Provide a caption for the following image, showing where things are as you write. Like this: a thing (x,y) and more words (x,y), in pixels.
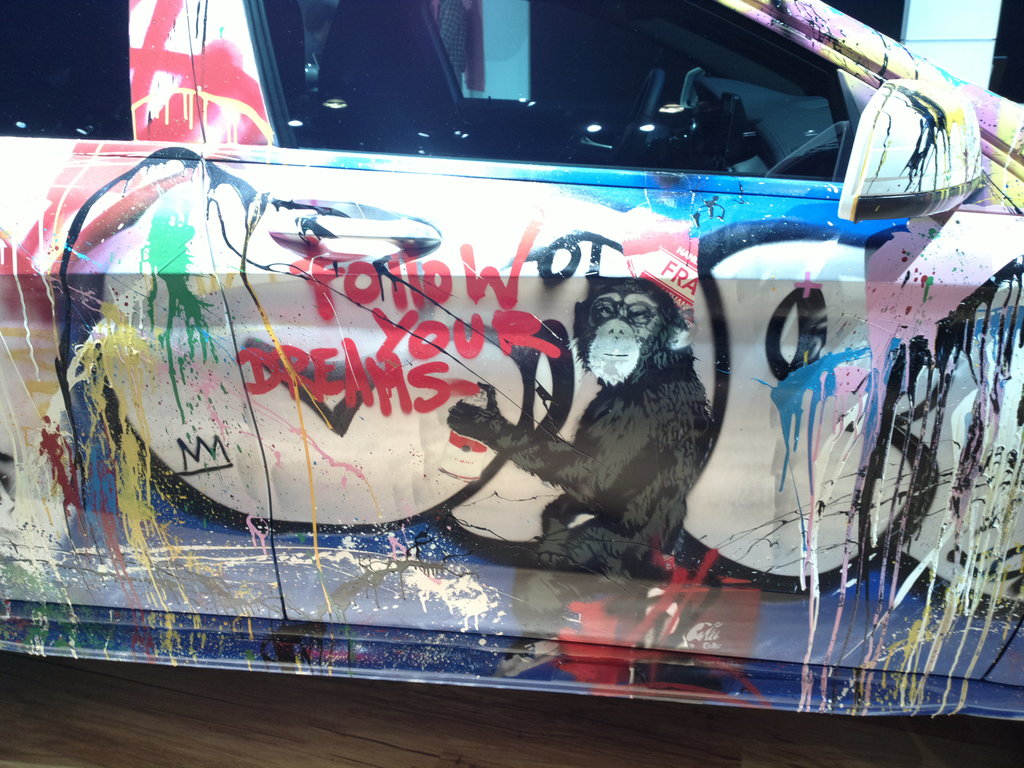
In this image we can see car (701,433). On the car (618,371) there is painting (701,366). Also we can see text (331,385) on the car (274,388).
